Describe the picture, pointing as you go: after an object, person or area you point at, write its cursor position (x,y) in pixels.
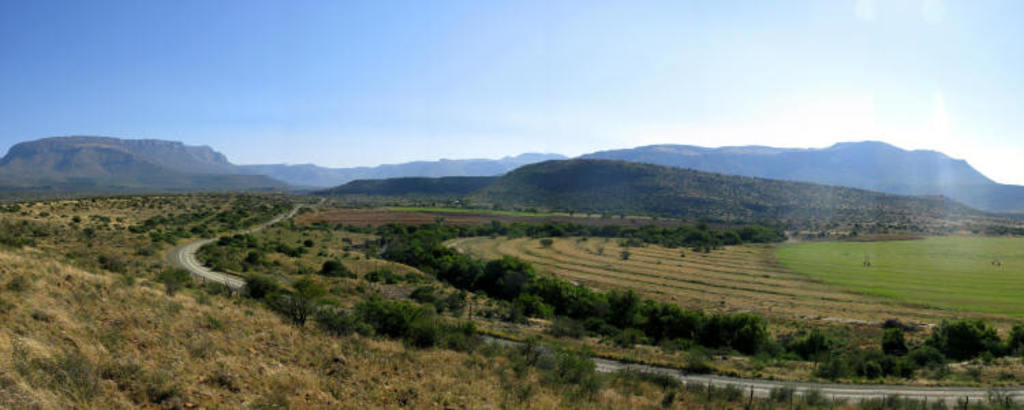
In this image there are trees (563,327) and we can see a road (201,241). In the background (121,165) there are hills (458,182) and sky (500,107).
